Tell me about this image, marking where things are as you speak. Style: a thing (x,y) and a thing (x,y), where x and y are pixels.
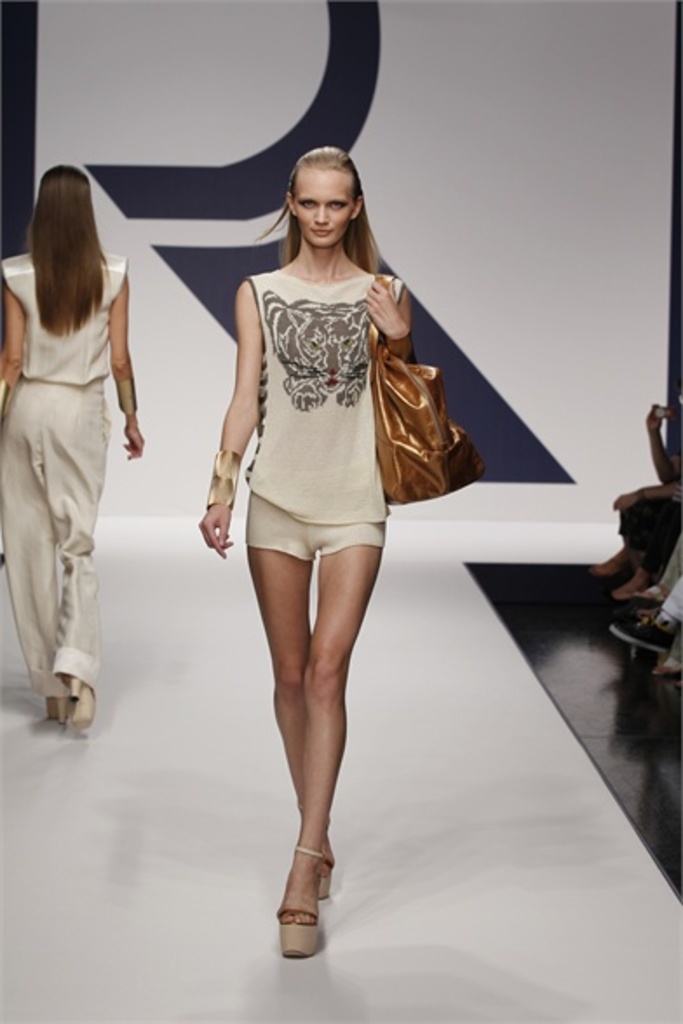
In this image there are two womens (37,590) are doing ramp walk on the stage (159,624). The right side women (277,469) is holding a handbag (379,400) and there are some persons (617,559) are sitting at right side of this image (662,458) and there is a wall (221,138) in the background (271,111).
